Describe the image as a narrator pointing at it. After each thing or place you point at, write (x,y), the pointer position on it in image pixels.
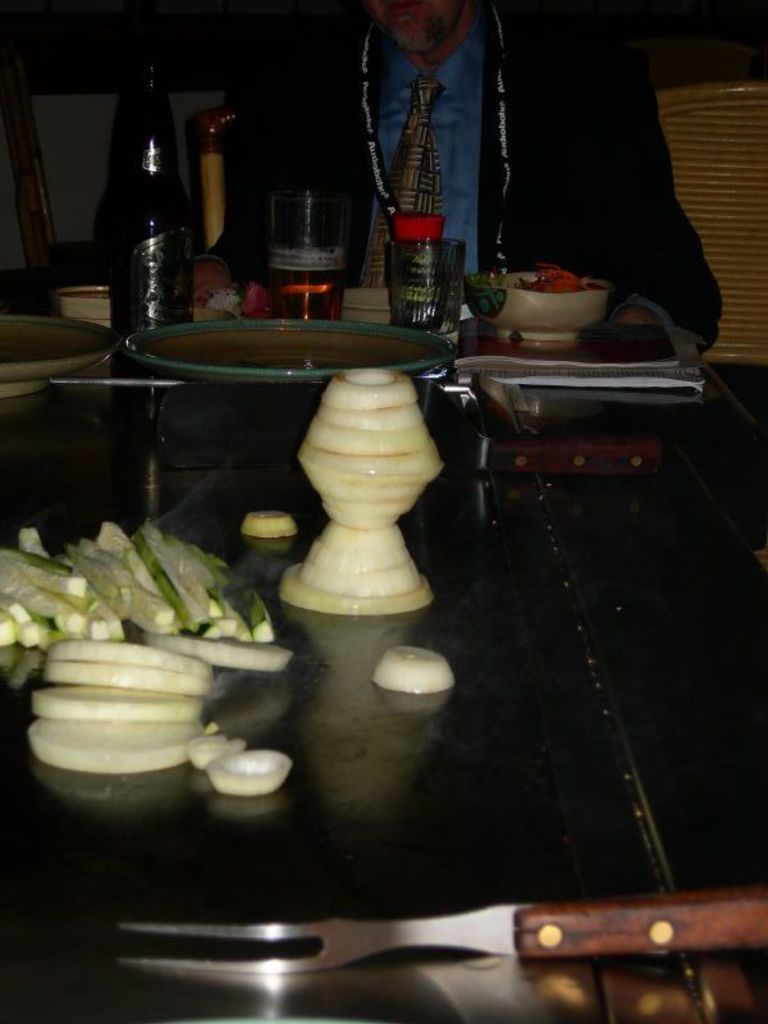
In this picture, we see a table (395,794) on which fork (331,937), chopped vegetables (110,735), plates (300,374), bowl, papers (593,372), glass (423,306), glass (298,206) containing liquid (305,296) and a glass bottle (190,247) are placed. In the background (432,195), we see a man (457,163) in blue shirt (467,147) and black blazer (536,159) is sitting on the chair (741,341). This picture is clicked in the dark.
